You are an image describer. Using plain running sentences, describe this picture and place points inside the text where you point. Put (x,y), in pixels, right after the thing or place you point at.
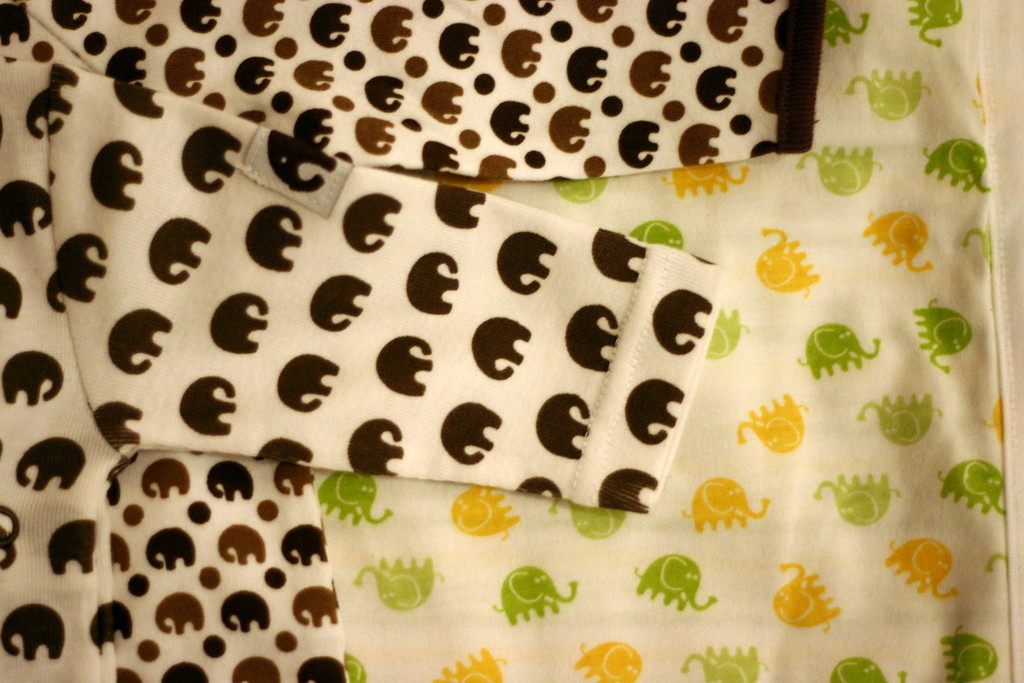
In this picture we can see clothes (202,193) with paintings (456,39) on it.
